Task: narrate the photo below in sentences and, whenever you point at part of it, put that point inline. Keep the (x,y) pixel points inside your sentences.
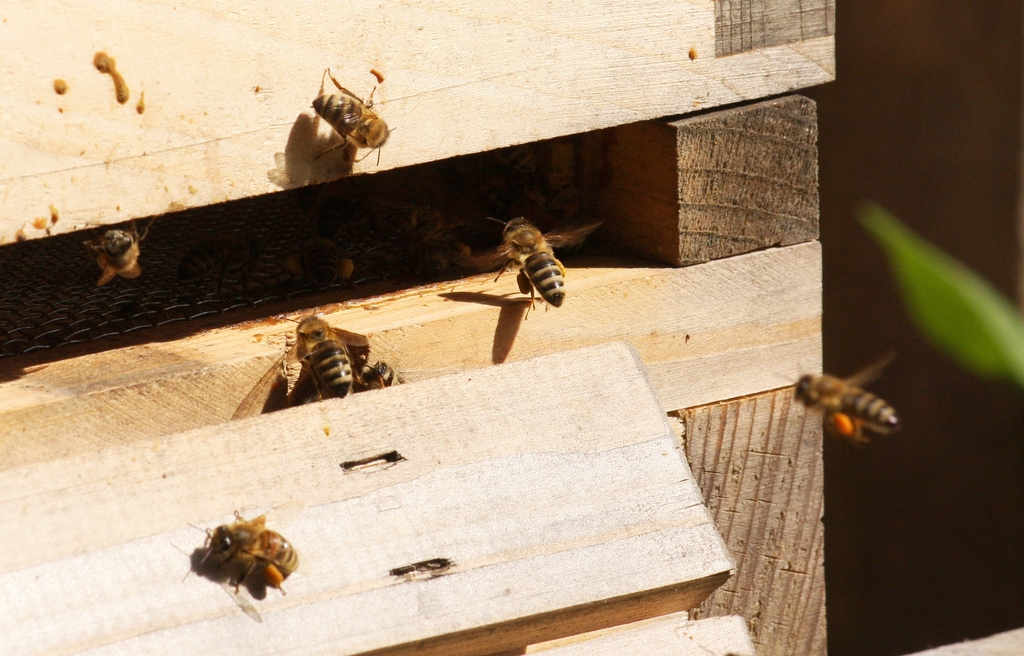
In this picture I can see few honey bees (808,398) and the beehive wooden box (719,362).
